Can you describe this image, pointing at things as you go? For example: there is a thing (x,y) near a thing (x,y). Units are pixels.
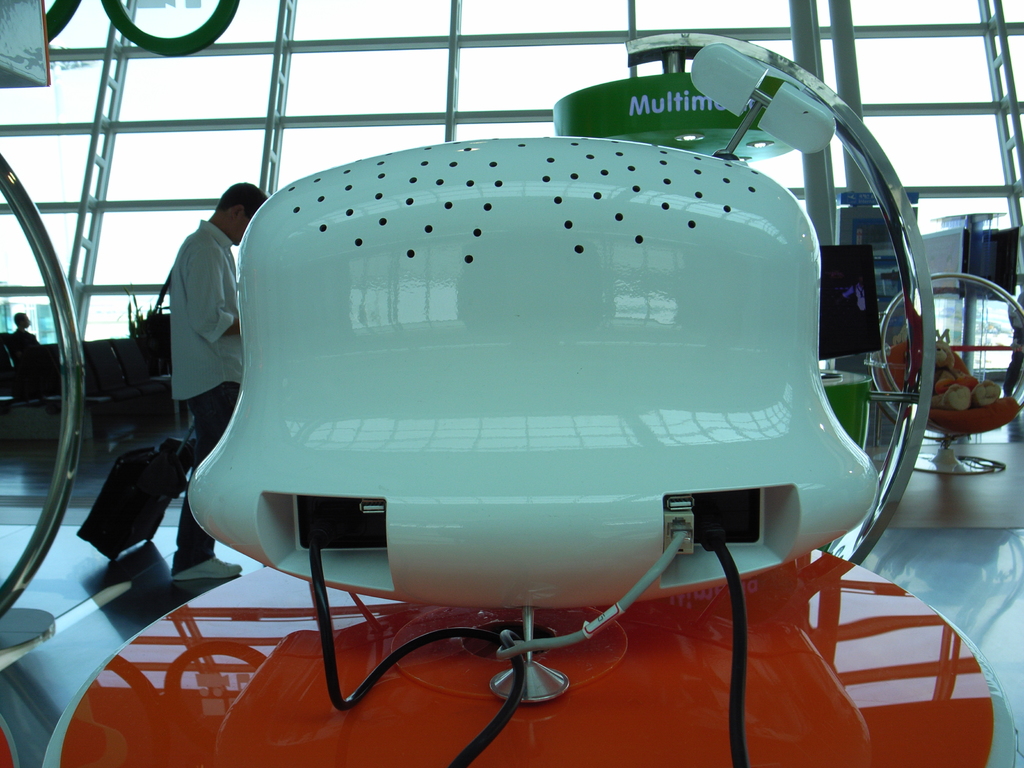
In this image we can see an electronic device (584,452) and in the background (191,257) there are a few chairs (122,361), a person (186,352) is holding a trolley bag (165,481) and there are iron rods (281,118), a doll (949,356) on the chair (939,419).
